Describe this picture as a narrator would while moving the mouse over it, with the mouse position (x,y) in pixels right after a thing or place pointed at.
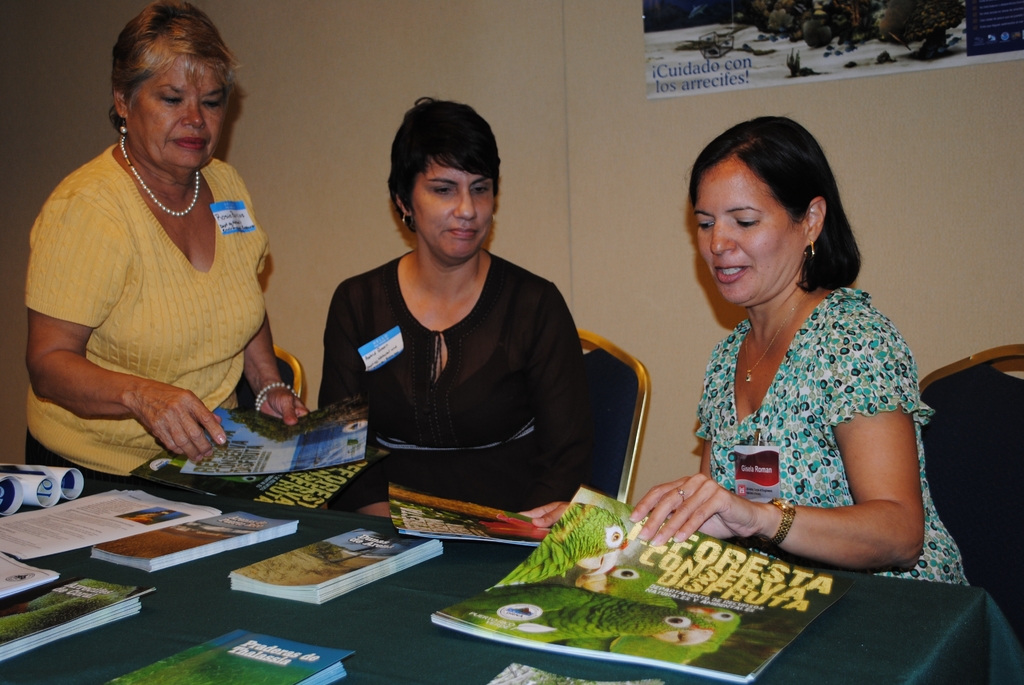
In the image in the center (453,456), we can see one person (177,323) is standing and two persons (557,387) are sitting. In front of them, there is a table (488,551). On the table (476,551), we can see charts (37,473), papers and different types of books (283,566). In the background (618,110) there is a wall (618,110) and a poster (785,44).
